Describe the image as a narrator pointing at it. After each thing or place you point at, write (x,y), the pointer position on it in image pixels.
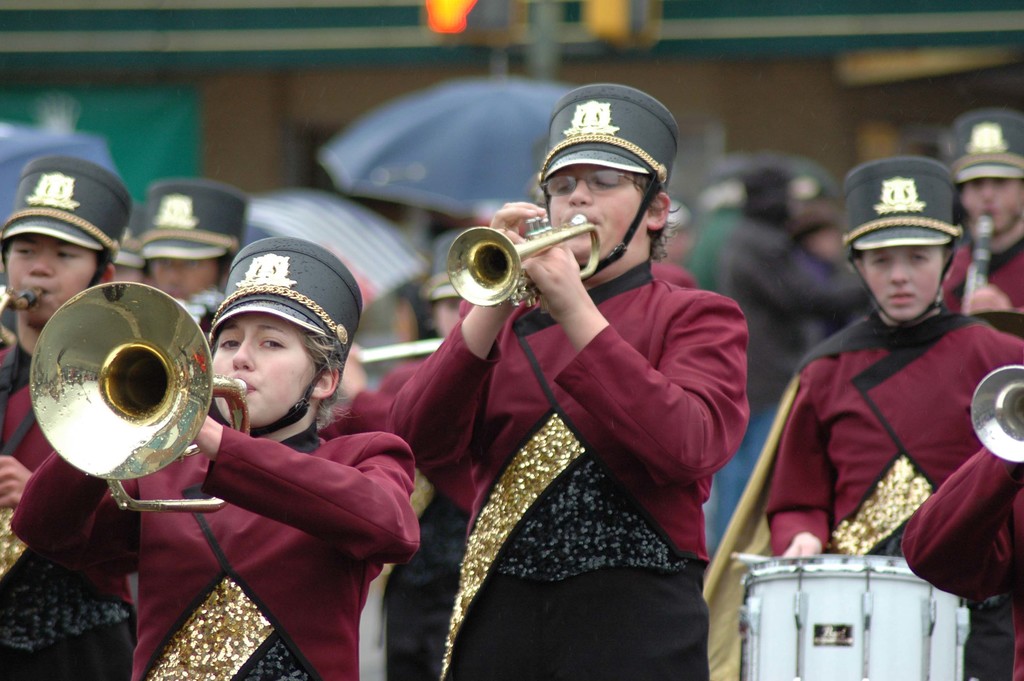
In this image we can see a few people (726,424) playing musical instrument (1017,397) and blurry background (770,217).
